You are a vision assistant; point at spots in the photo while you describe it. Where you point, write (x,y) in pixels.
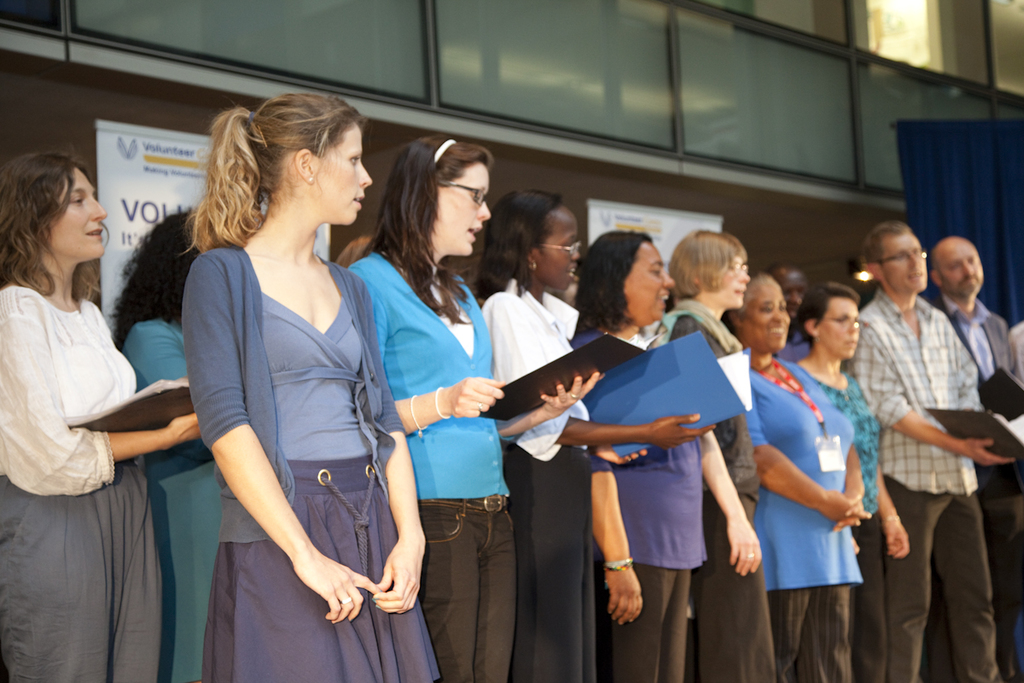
In this image I can see number of persons (496,424) are standing and few of them are holding files (591,408) in their hands (661,427). I can see a building (627,60) and a blue colored cloth (918,169). I can see few white colored boards (633,225) attached to the building (586,240).
